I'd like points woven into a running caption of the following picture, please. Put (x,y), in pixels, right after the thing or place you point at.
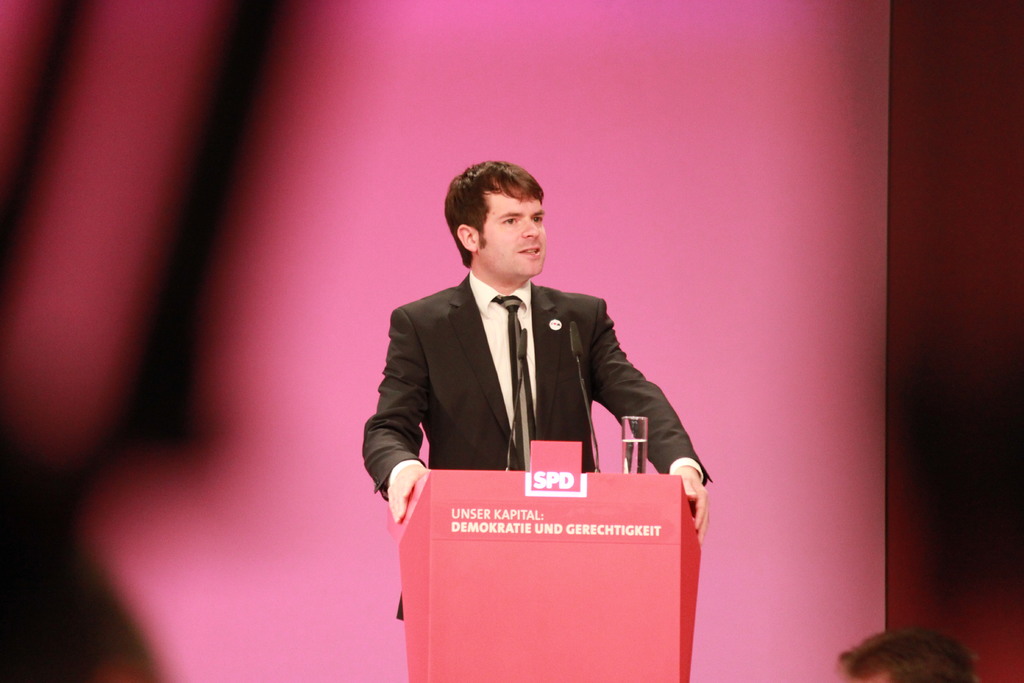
In this picture I can see a man (448,436) who is standing in front of a podium (536,526) and I see something is written on it and I see the mics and a glass (640,446) and in the background (607,449) I see the wall (609,443) which is of pink and black in color.
